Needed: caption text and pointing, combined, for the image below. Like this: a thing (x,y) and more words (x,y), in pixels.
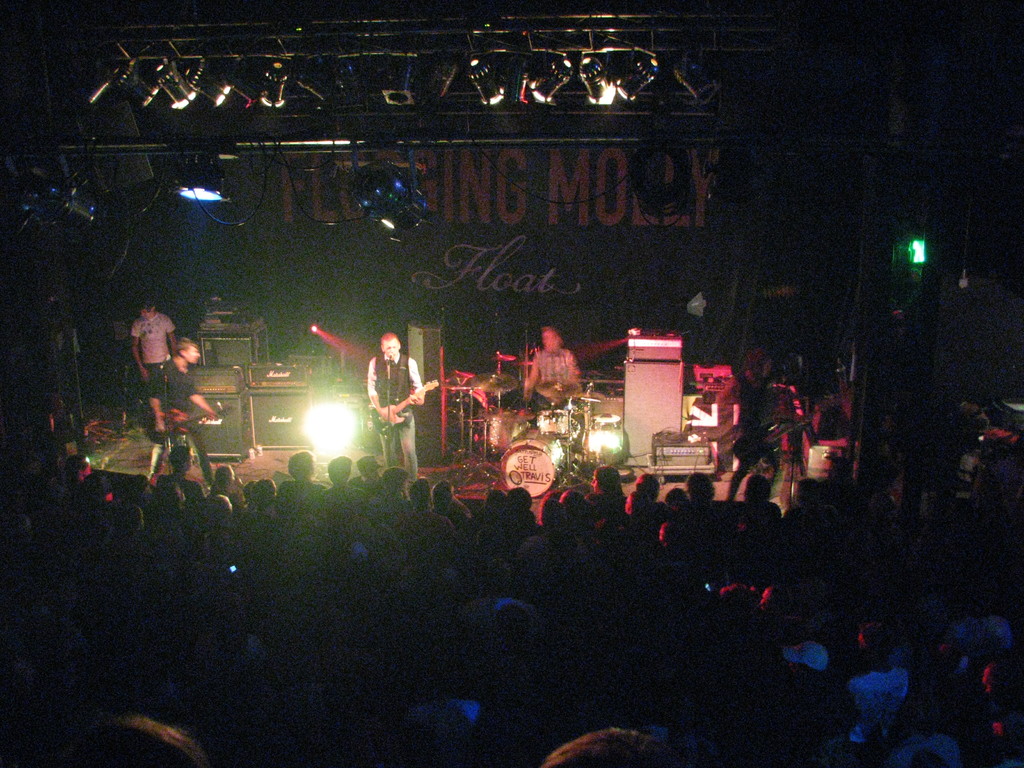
In this image there are group of persons (552,582) truncated towards the bottom of the image (487,667), there are persons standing on the stage (367,448), there is a person (562,369) sitting on the stage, there are persons (405,398) playing musical instruments (549,416), there are objects (244,426) on the stage (315,441), there is light (335,425), there is a banner (619,230), there is text (562,189) on the banner (506,224), the background of the image (312,258) is dark.
